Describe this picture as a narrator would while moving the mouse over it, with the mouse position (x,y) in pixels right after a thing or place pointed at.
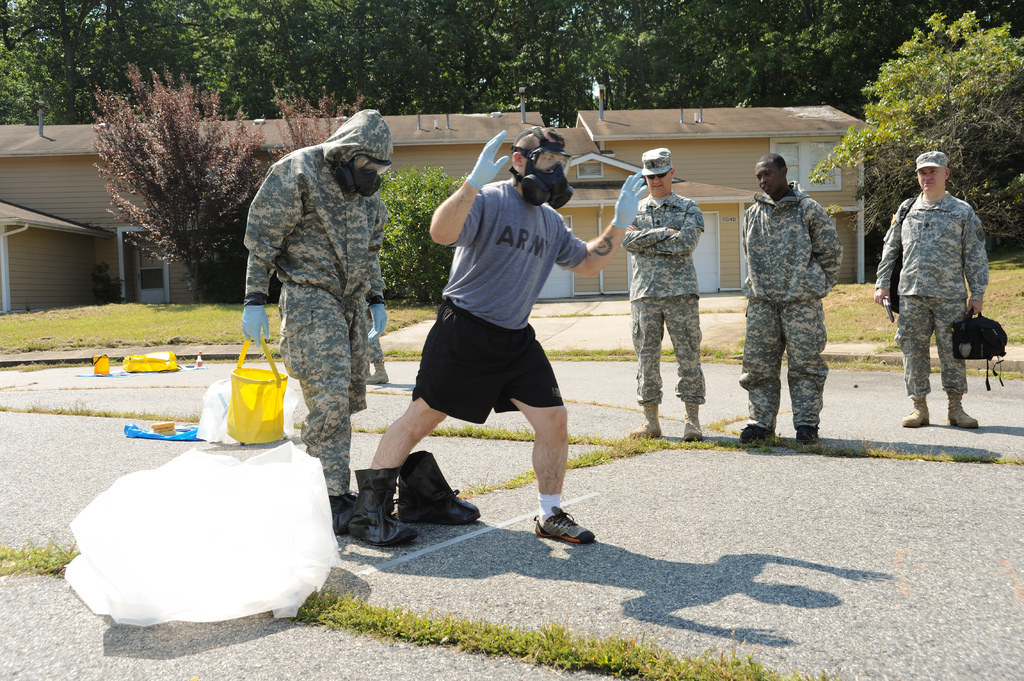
In this image we can see the persons (551,261) standing on the ground (474,441) and holding objects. And we can see a cover (181,507), the box (105,365) and few objects (152,361) on the ground (492,540). In the background (61,342), we can see a building (130,265), grass (71,340) and trees (490,53).
